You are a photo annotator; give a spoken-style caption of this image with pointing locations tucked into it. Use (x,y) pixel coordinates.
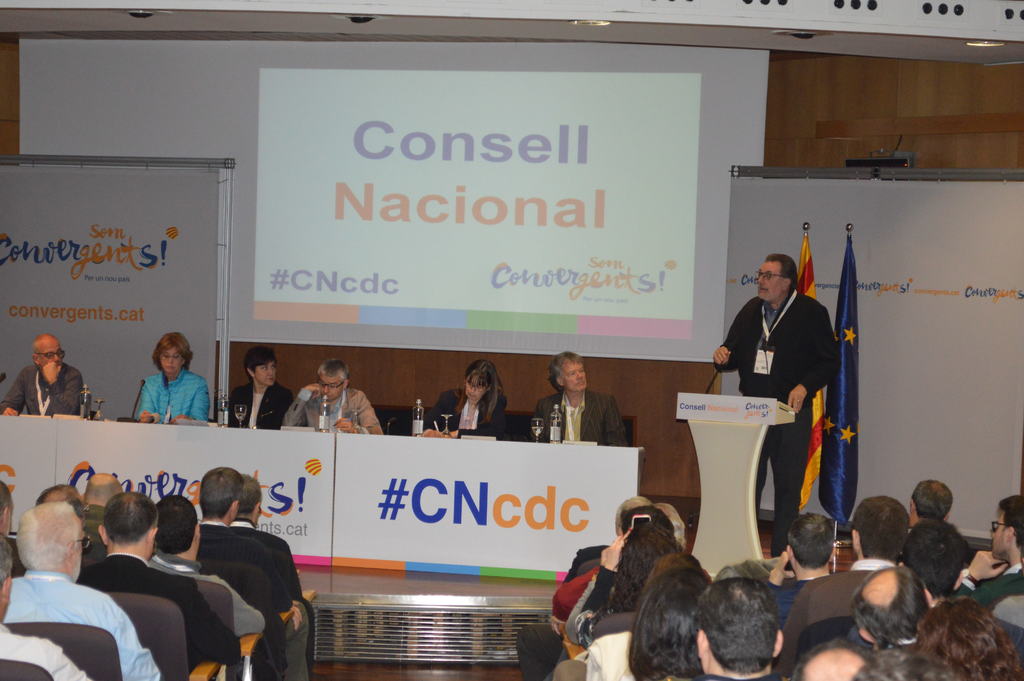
In the foreground (857,586), I can see a group of people (240,538) are sitting on the chairs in front of a table (498,492) and one person (786,360) is standing on the stage (767,538) in front of a mike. In the background (667,329), I can see boards (835,252), screen (669,285), flagpoles (815,295), a wall (800,165) and a rooftop (552,12). This image taken, maybe in a hall (569,395).
